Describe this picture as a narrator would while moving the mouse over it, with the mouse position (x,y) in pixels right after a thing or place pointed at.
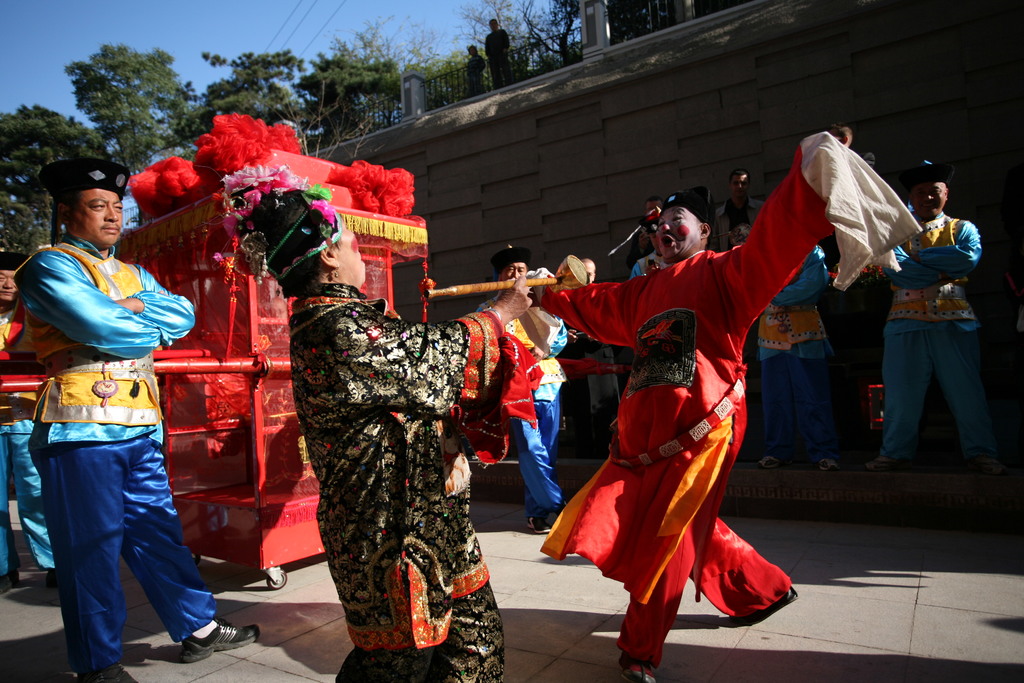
In this image there are people (82,334) standing on the road (792,542). In the center (370,423) there are two persons (420,368) dancing on the road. To the left (226,346) there is a vehicle (225,314). Behind them there is a wall (599,129). There is a railing (430,92) on the wall (644,51). There are a few people (492,61) standing at the railing (489,67). In the background (125,97) there are trees (117,103). At the top (164,27) there is the sky (163,21).
